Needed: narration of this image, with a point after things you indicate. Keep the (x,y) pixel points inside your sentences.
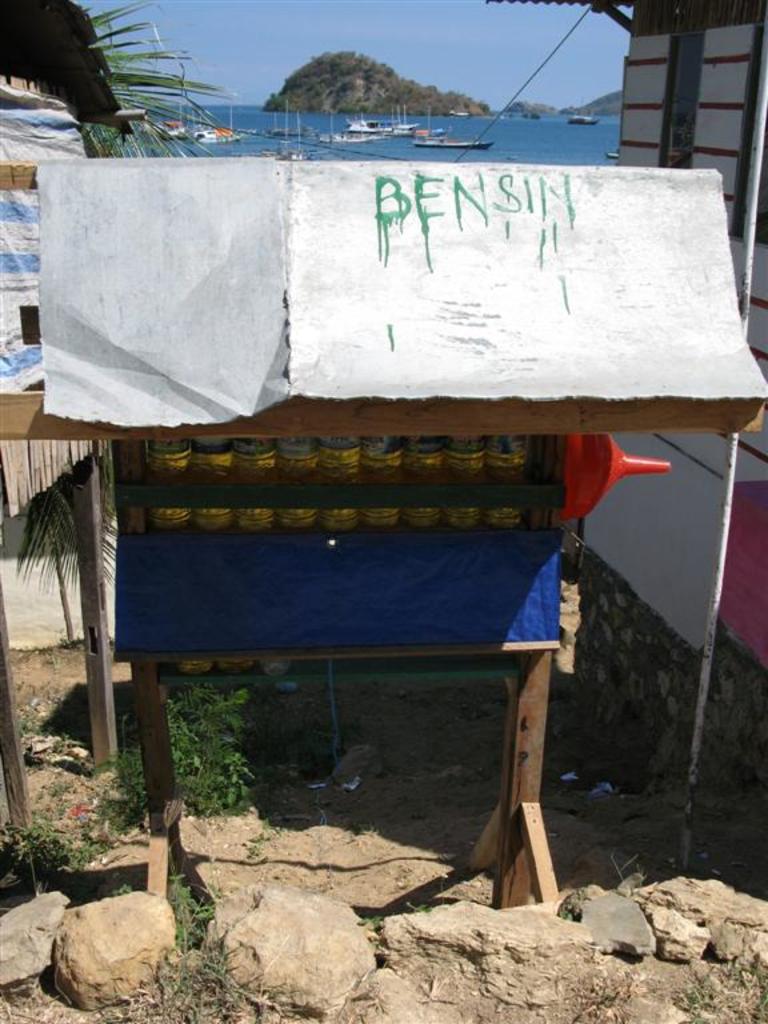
In this image, there is an outside view. There is a rack (701,411) in the middle of the image (340,514) contains some bottles (421,476). There is sea (516,148) and sky (471,68) at the top of the image (385,46).
